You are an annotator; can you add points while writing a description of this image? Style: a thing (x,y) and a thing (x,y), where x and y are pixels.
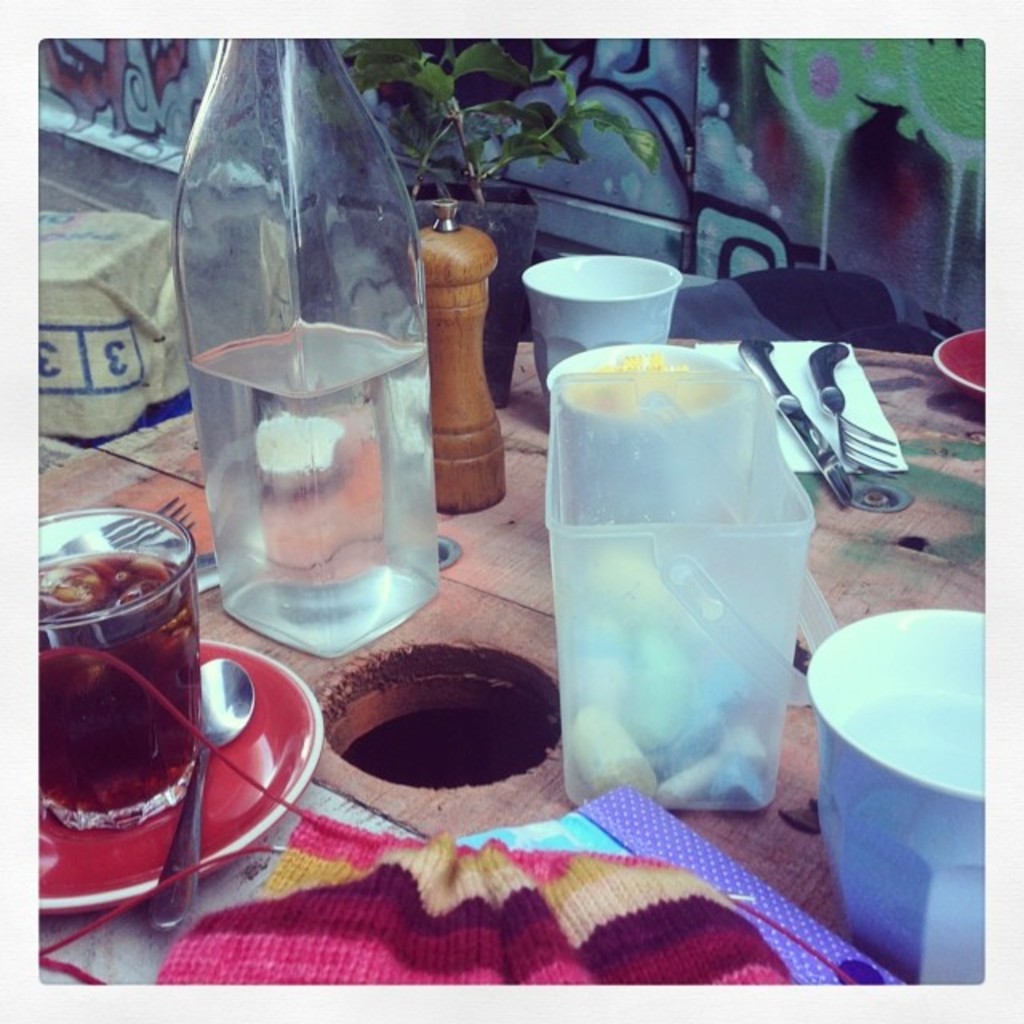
In this image I see a table (881,363) on which there is a bottle (266,623), glasses (63,781), a box (799,503), knife (775,388), fork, cloth (862,413) and other things (475,236) and I can also see a plant (366,64) over here.
